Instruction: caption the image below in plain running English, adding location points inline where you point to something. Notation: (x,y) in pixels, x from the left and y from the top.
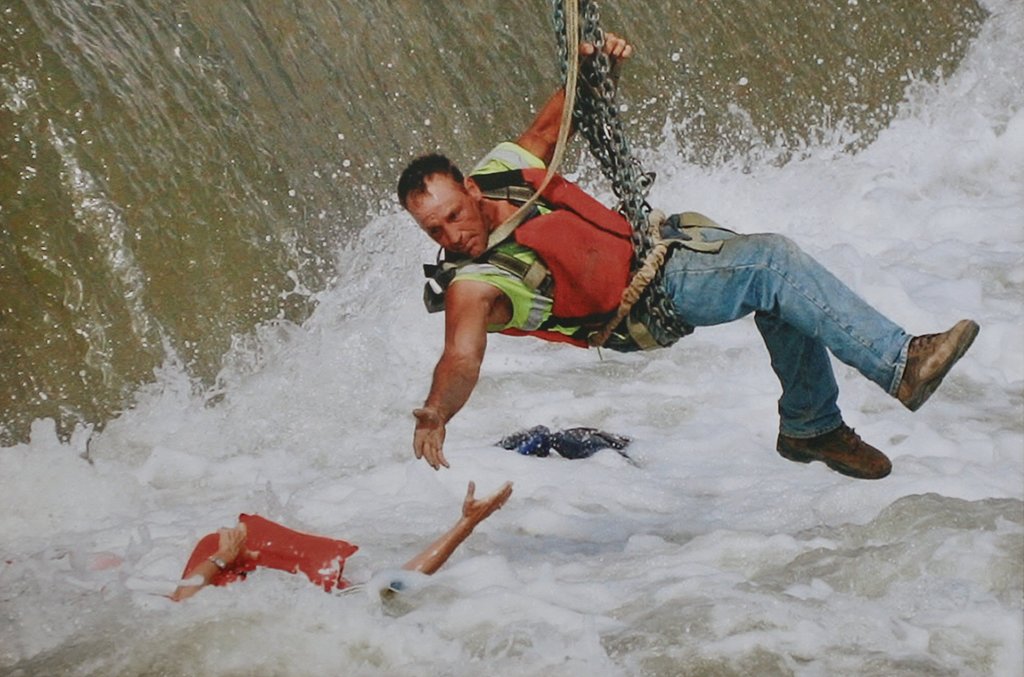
In this picture there is a person (336,577) in the water (345,576) and there is another person (590,239) in the air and there are few chains (637,233) tightened to him.
